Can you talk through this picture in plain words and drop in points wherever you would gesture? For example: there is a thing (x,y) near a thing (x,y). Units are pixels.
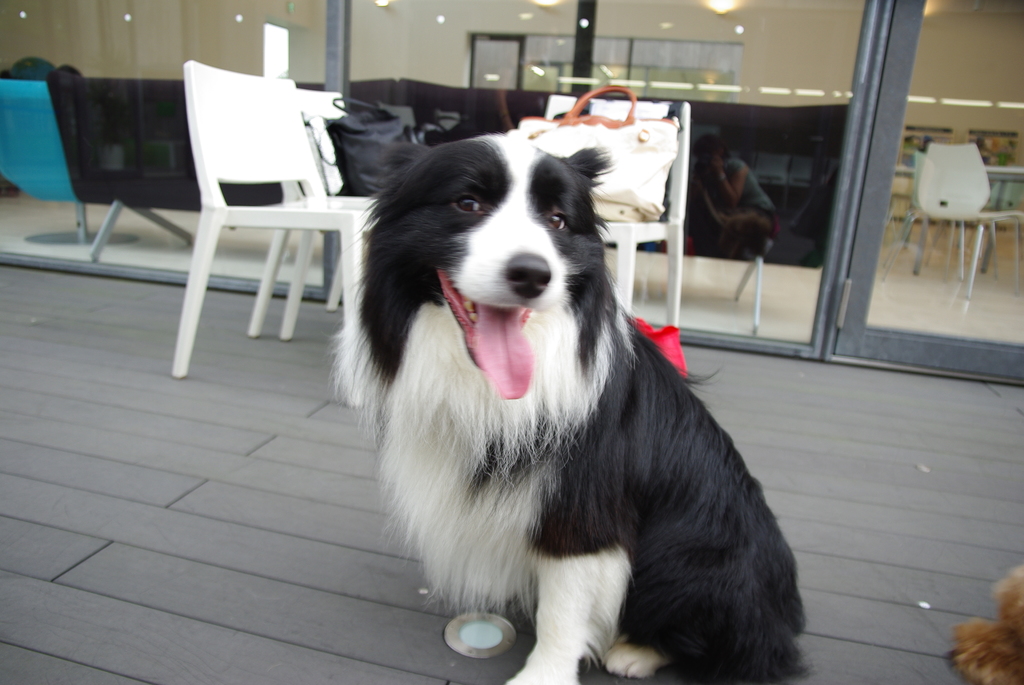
In this image we have a dog (703,652) and at the background (239,132) we have a couch (801,235), lights (699,84), chair (227,124), a hand bag (341,145) in the chair (251,138) and a person (759,196).
